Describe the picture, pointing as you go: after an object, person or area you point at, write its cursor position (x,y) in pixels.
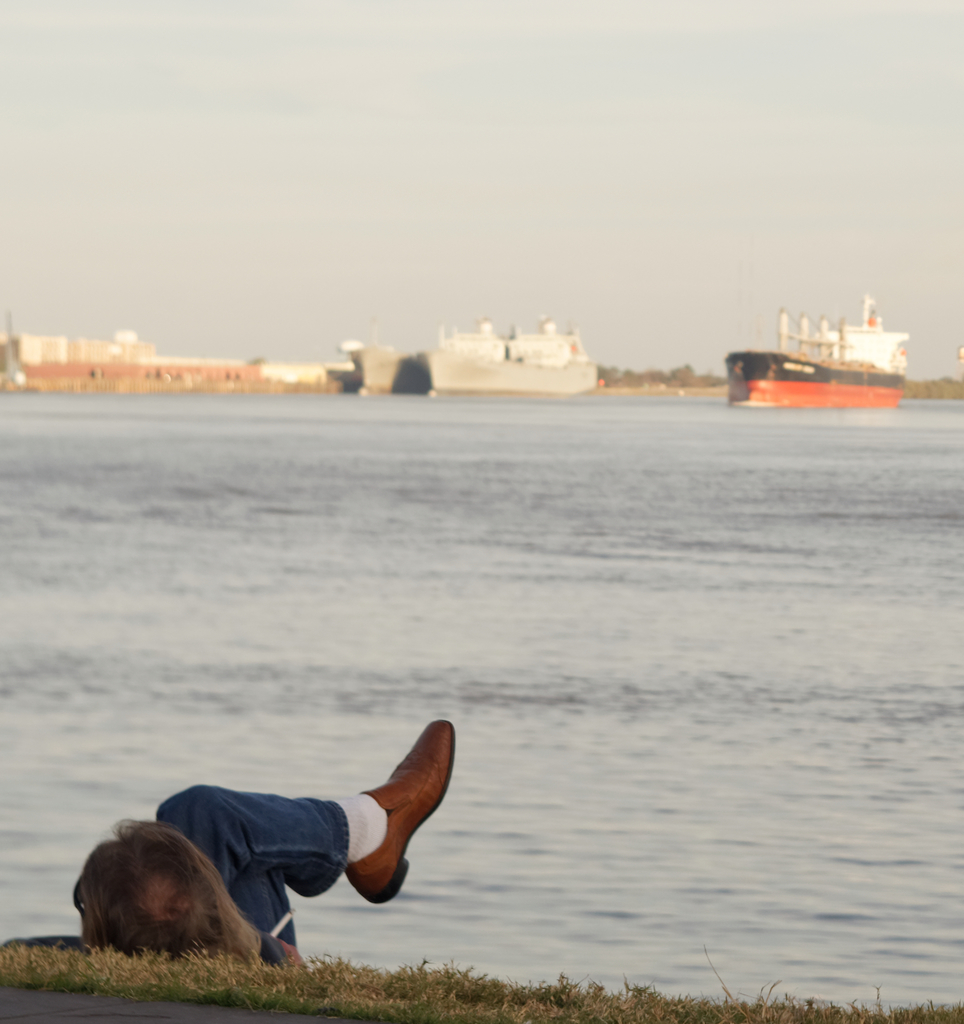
Here in this picture in the front (258,885) we can see a person (316,869) laying on the ground (92,969), which is fully covered with grass (92,969) and in front of him we can see water (637,441) present all over there and we can also see ships (838,402) present in the water (735,468) and in the far we can see some buildings (260,379) present in blurry manner and we can also see plants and trees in the far in blurry manner and we can see the sky (766,319) is cloudy.
